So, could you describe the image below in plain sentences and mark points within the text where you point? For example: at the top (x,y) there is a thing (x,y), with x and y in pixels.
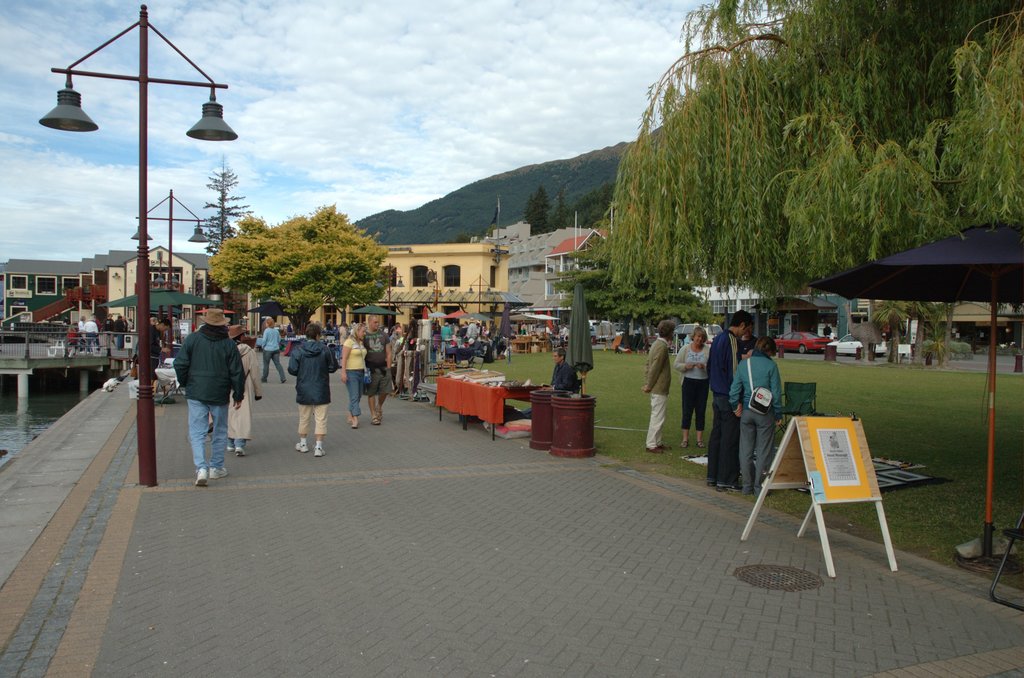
In this image there are group of people (351,343), stalls (425,353), umbrellas (994,382) with poles (187,85), lights (170,199), flag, houses (45,269), board (793,450), trees (375,276), grass (779,434), bridge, water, hills (456,224), and in the background (463,80) there is sky (463,80).
